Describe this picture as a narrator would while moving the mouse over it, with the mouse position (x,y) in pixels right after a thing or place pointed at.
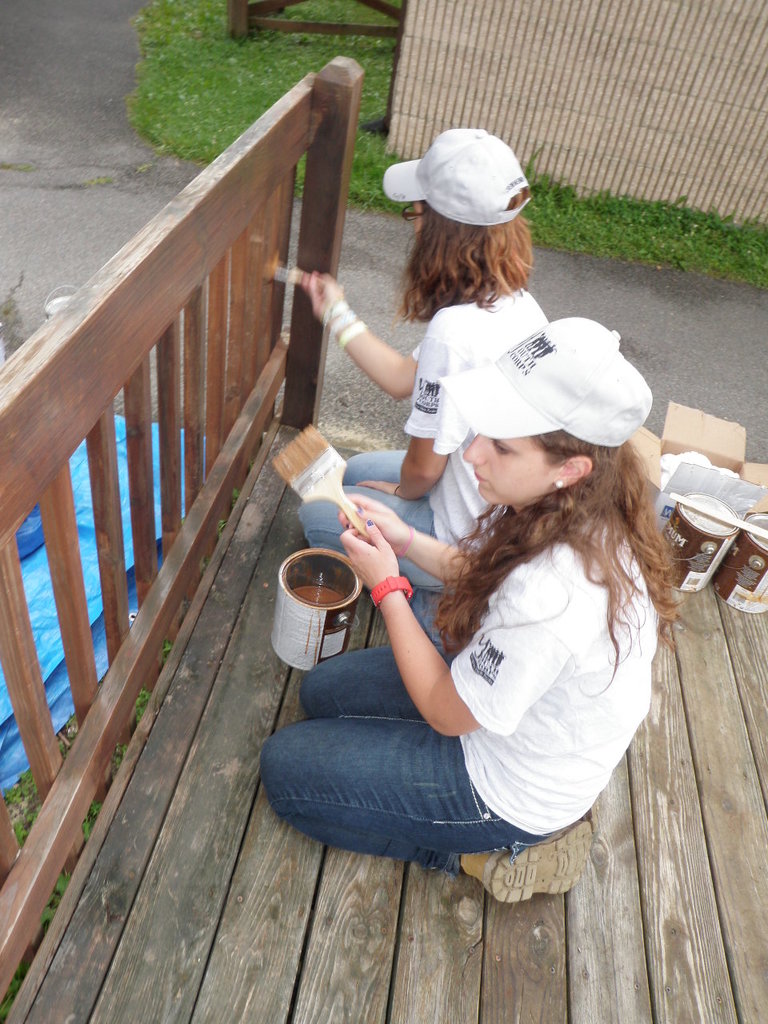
The girl (517,721) in white T-shirt (516,768) and blue jeans (352,677) who is wearing a white cap (599,368) is holding a paint brush (340,472) in her hands (381,555). Beside her, the girl (446,403) in white T-shirt (450,367) who is wearing spectacles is holding the paint brush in her hands (310,277) and she is painting. In between them, we see a paint box (324,586). Behind them, we see a carton box (738,461) and two painting boxes (682,551). Beside them, we see grass (228,90) and a building (600,140). On the left side (0,679), we see a sheet (55,638) in blue color.
